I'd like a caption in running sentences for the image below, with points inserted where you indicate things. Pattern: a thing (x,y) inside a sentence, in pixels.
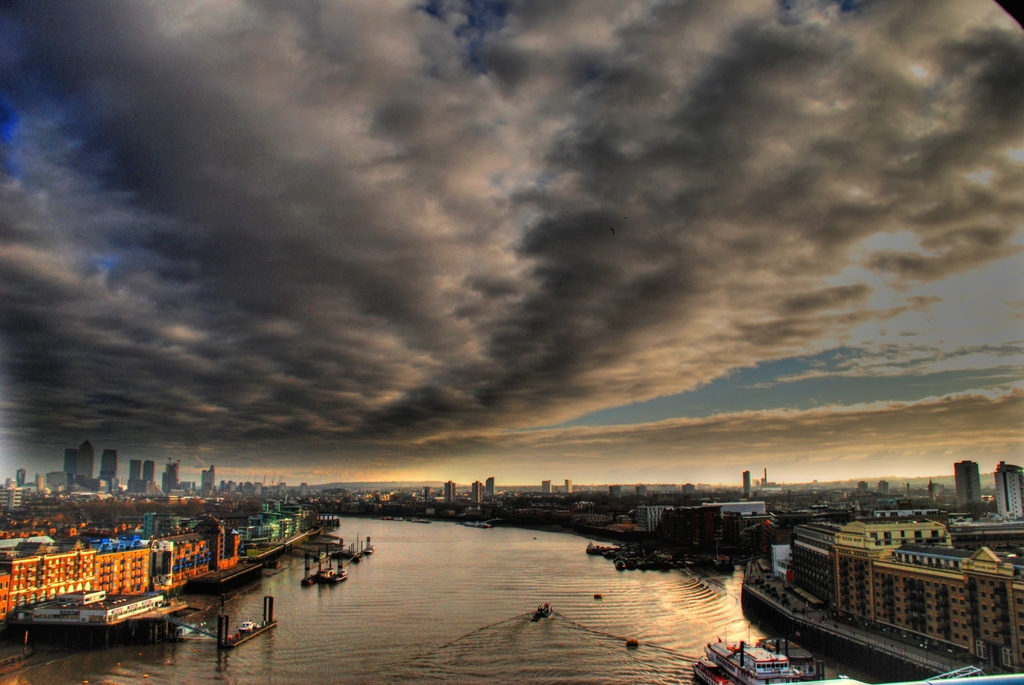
In this image I can see water (498,595) and in it I can see few boats (743,641). I can also see number of buildings (57,586), clouds (254,356) and the sky (880,338).
